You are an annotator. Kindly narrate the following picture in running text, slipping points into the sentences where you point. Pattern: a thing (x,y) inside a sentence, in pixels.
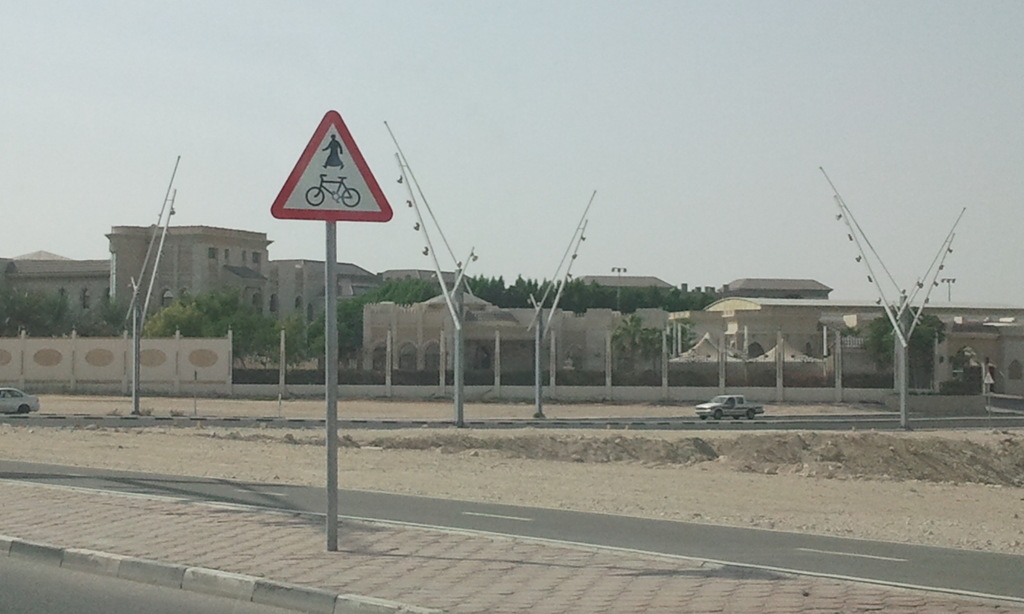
This is a signboard (331,220), which is attached to a pole (328,414). I can see the vehicles (738,411) on the road (761,416). I think these are the street lights (903,355). I can see the buildings (496,327) and the trees (61,324). This is the sky (690,139). This looks like a pathway (286,568).
